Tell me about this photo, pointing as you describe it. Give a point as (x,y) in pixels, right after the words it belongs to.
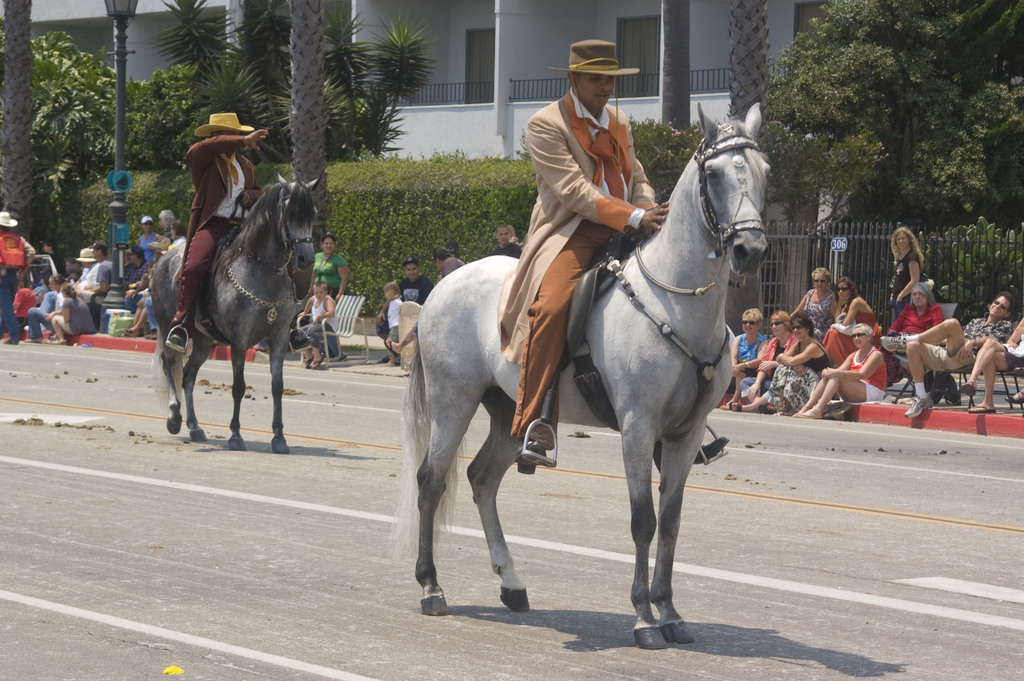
In the picture we can see some people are sitting and two people (538,161) are sitting on horses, background (401,213) we can see some plants (414,207), trees (17,126) and building (464,131).
